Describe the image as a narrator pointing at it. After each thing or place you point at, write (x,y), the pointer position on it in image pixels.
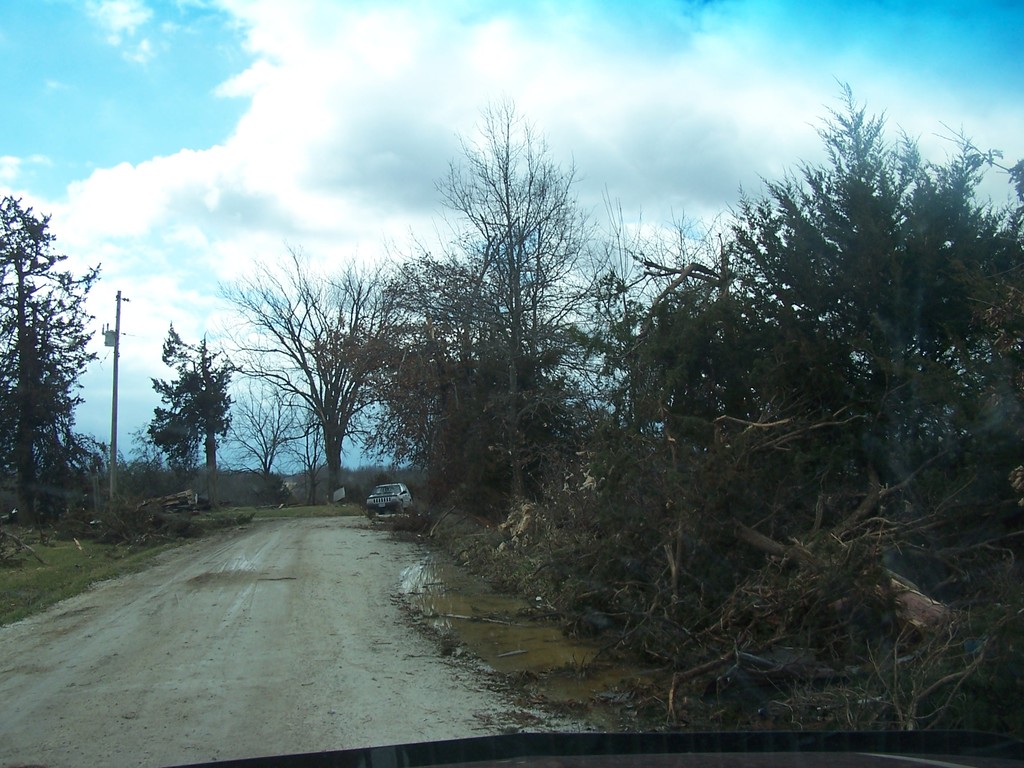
Here we can see a vehicle (401,486). There are trees (725,454) and a pole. This is grass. In the background (695,176) there is sky (538,148) with clouds (617,143).
